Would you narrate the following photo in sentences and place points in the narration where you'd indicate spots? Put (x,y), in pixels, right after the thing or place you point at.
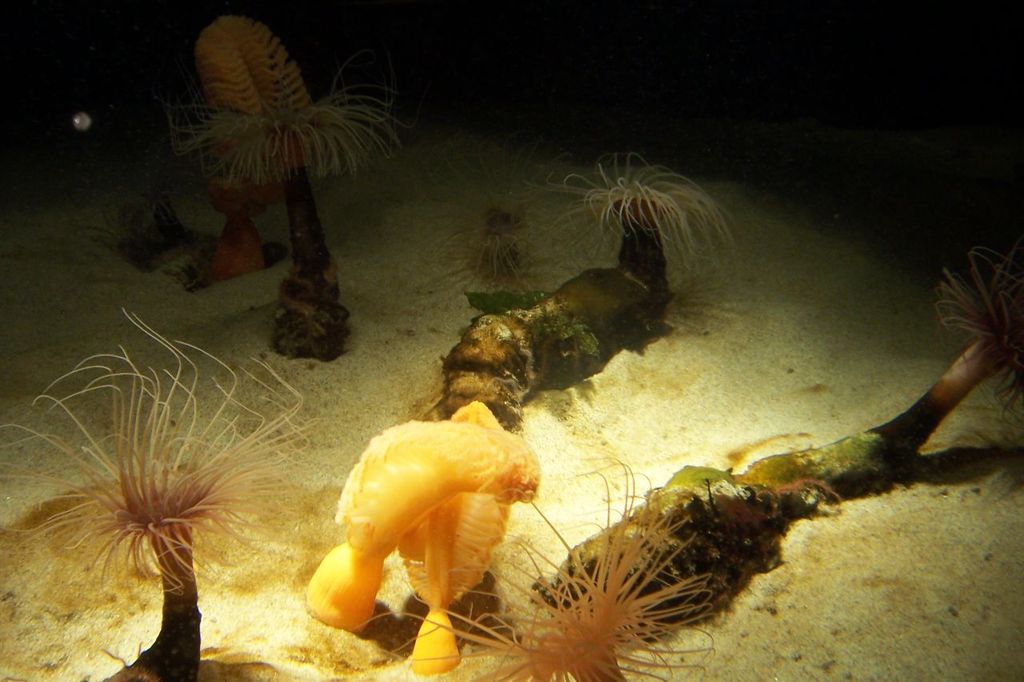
In this picture we can see plants (144,509) and some objects (244,234) on the ground (307,436) and in the background (707,99) it is dark.
